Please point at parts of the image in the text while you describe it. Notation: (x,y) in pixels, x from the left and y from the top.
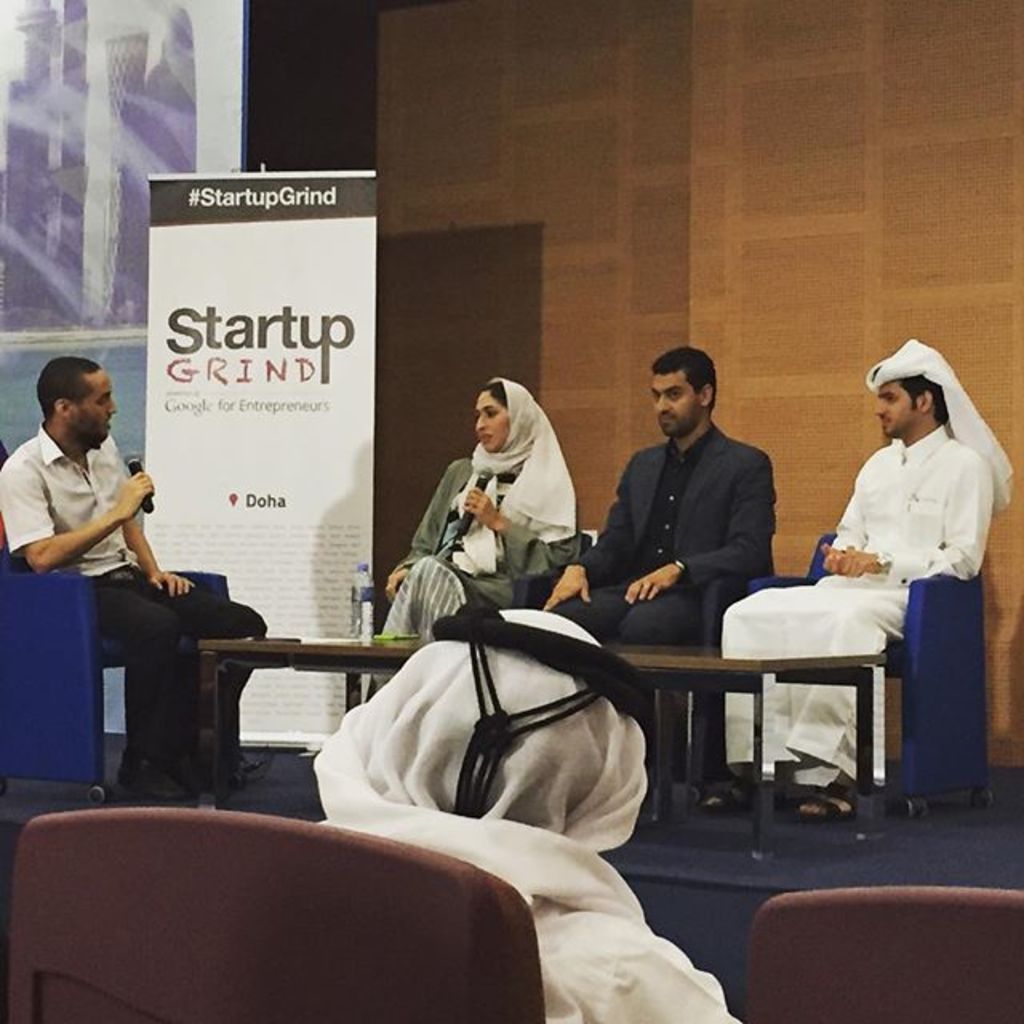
In this image we can see a board (249,401) on the stage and five persons (505,576) sitting on chair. In front (377,653) there is a table (358,645), there is a bottle (351,606) on the table (393,651).
